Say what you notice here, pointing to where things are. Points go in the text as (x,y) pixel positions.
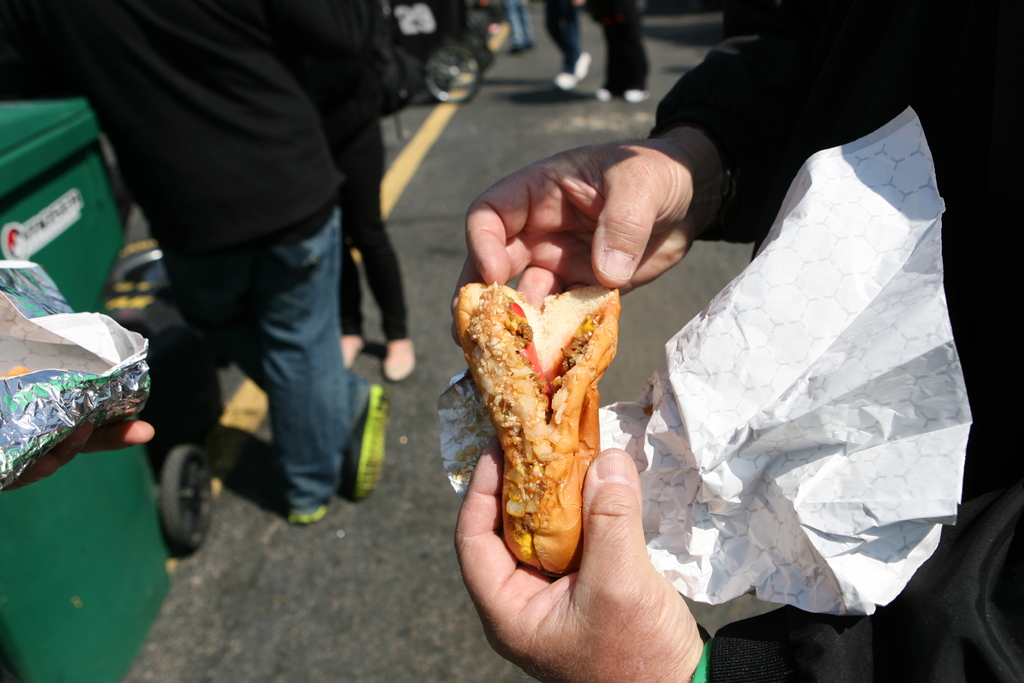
In the picture we can see a person's hand (697,160) holding some food item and in front of the person (964,596) we can see a dustbin (16,646) with wheels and beside it, we can see two people (122,53) are standing and in the background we can see some people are walking and beside them we can see a vehicle wheel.
